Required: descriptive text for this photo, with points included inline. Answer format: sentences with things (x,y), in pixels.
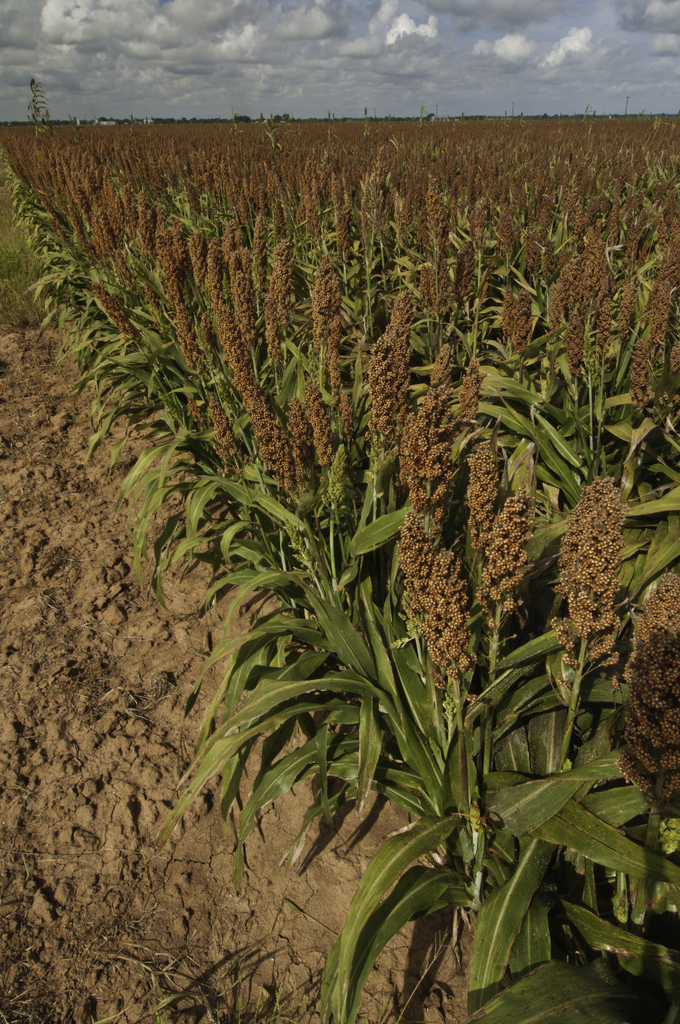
In this image I see the mud (15,456) and I see number of plants (311,257) and in the background (331,78) I see the sky (235,48) which is a bit cloudy.
